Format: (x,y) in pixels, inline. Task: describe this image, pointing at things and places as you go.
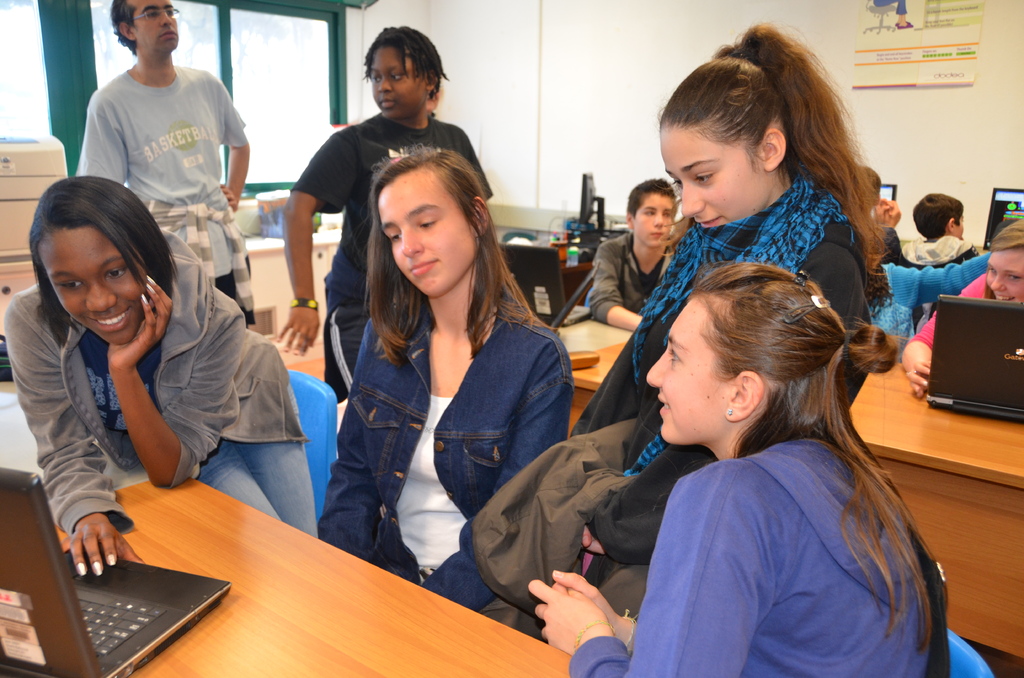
This image is taken in indoors. There are few people (168,101) in this image. In the left side of the image (165,324) a girl (262,486) is standing in front of the table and looking at laptop (72,572). In the right side of the image (854,599) a girl (802,615) is sitting on a chair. In the middle of the image (419,319) a girl (404,222) is sitting and a man (338,294) is standing. At the background (488,129) there is a wall (629,93) and windows (314,57).
